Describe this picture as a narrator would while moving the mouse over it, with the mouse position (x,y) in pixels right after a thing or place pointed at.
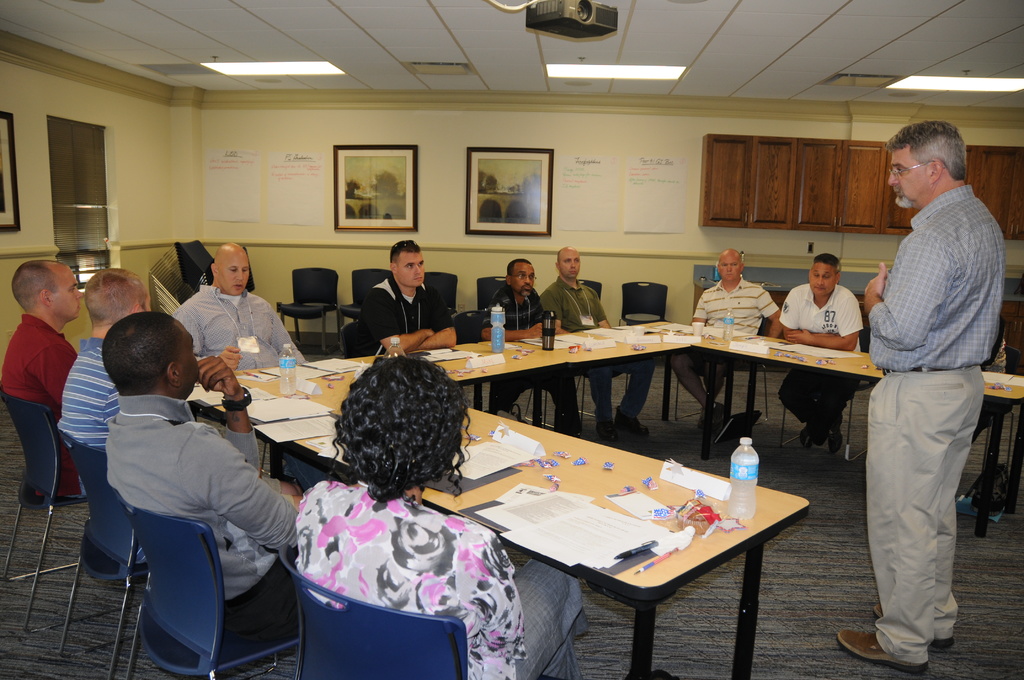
It is a room (509,317), inside the room (709,652) there are few people (166,453) sitting around the table (775,365) there are some papers (594,548) on the table (674,498) and also water bottles (736,472) a man (903,314) is standing in front of the table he is speaking to the people (550,657) who are sitting in front of those tables (822,357), in the background (431,142) there is a wall (437,168), to the wall (437,186) there are some photo frames (530,161) and also some cupboards (806,222).
